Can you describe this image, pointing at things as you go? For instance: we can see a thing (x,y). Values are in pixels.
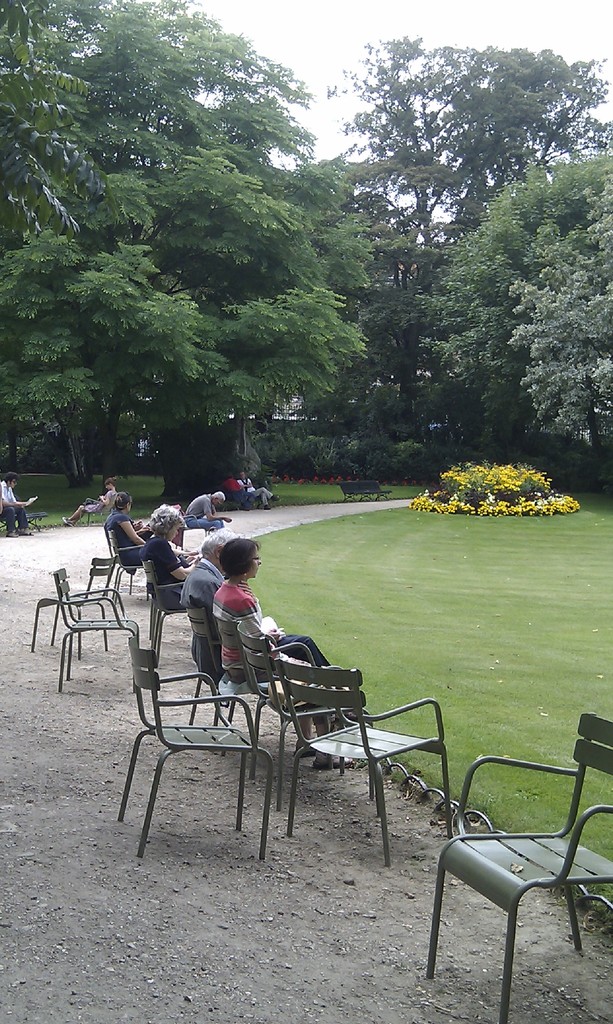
In the center of the image (249,661) we can see a few empty chairs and a few people (252,549) are sitting on the chairs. Among them, we can see a few people (237,579) are holding some objects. In the background (290,381), we can see the sky (346,115), trees (374,295), plants (568,461), grass (580,551) and a bench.
